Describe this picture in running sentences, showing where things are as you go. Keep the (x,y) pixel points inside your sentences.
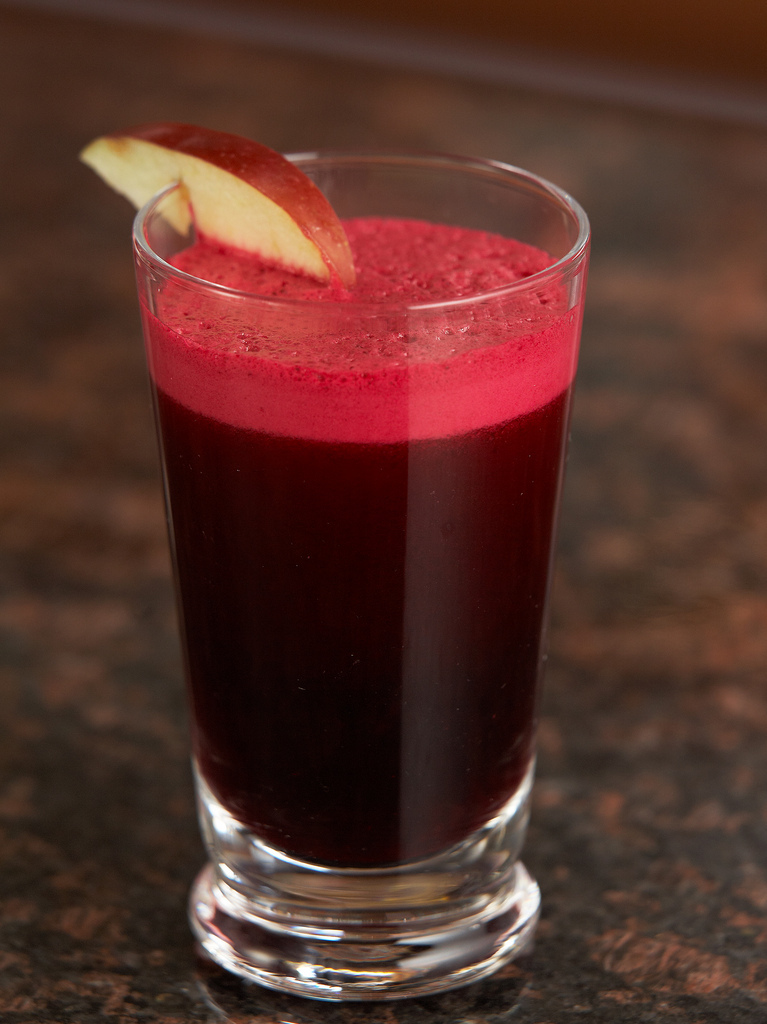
In the foreground of this image (366,667), there is a juice glass (336,650) and an apple piece (227,192) on it placed on the surface (643,873).
